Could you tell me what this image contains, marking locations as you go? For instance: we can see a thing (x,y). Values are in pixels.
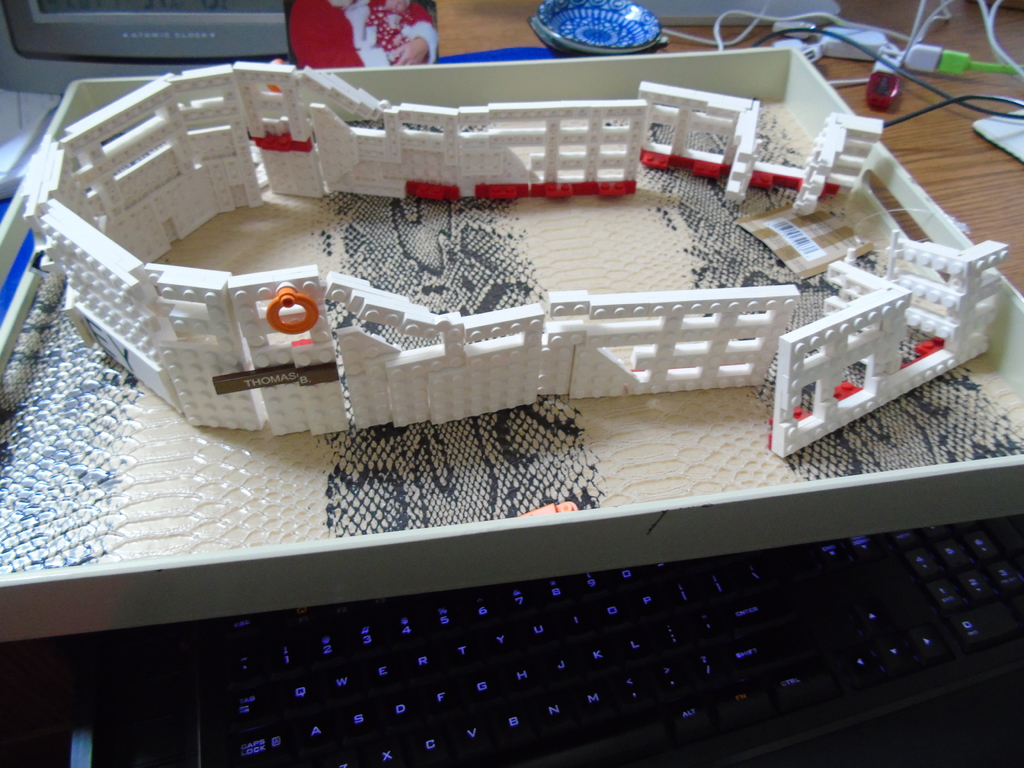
In the image we can see there is a blocks building (502,310) kept on the box (372,523) and there is a plate (587,18) and wires (960,66) kept on the table (940,175). There is a keyboard (510,732).
